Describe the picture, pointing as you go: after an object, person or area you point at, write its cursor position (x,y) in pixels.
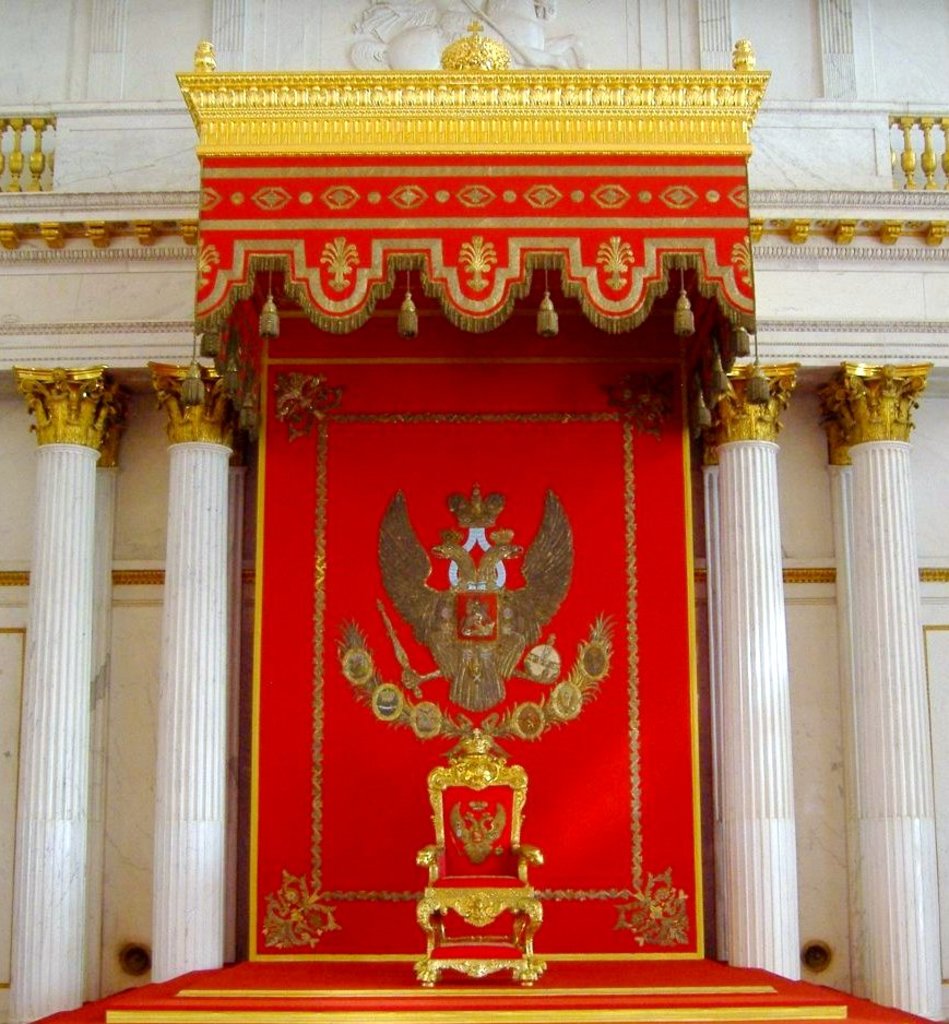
This is the picture of a building (802,32). In this image there is a chair (477,868) and there are pillars (32,801) and in the foreground (604,968) there is stair case (558,986). At the top (529,28) there is a sculpture (520,41) on the wall (591,21).
